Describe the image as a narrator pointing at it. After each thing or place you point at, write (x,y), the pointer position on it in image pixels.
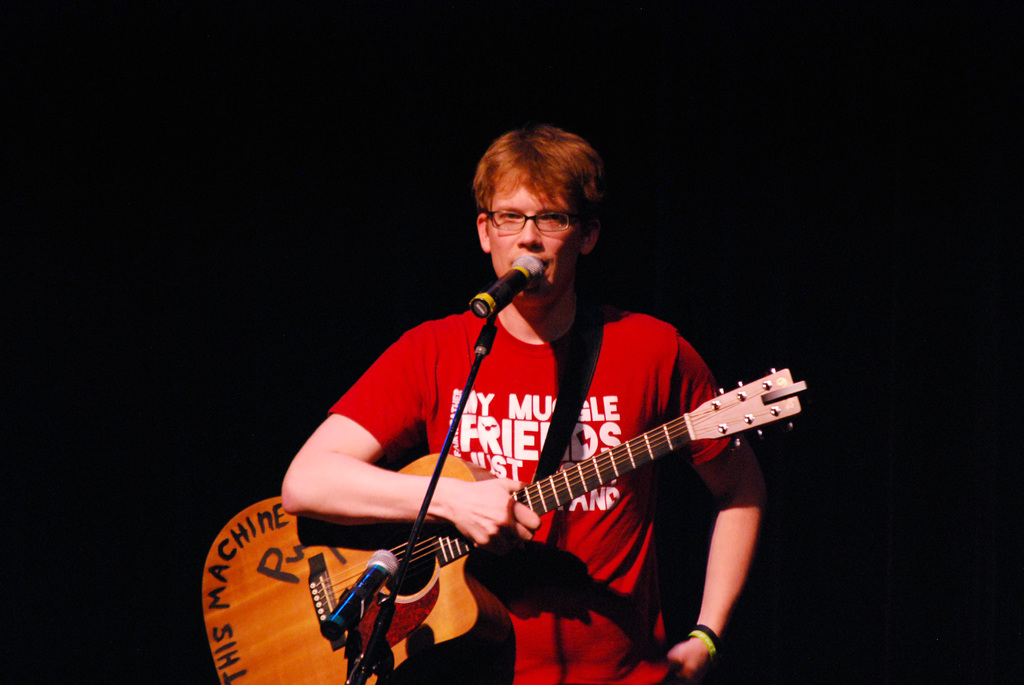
This picture shows a man (534,461) standing in front of a mic (505,286) and holding a guitar (421,551) in his hands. He is wearing spectacles (535,219).
